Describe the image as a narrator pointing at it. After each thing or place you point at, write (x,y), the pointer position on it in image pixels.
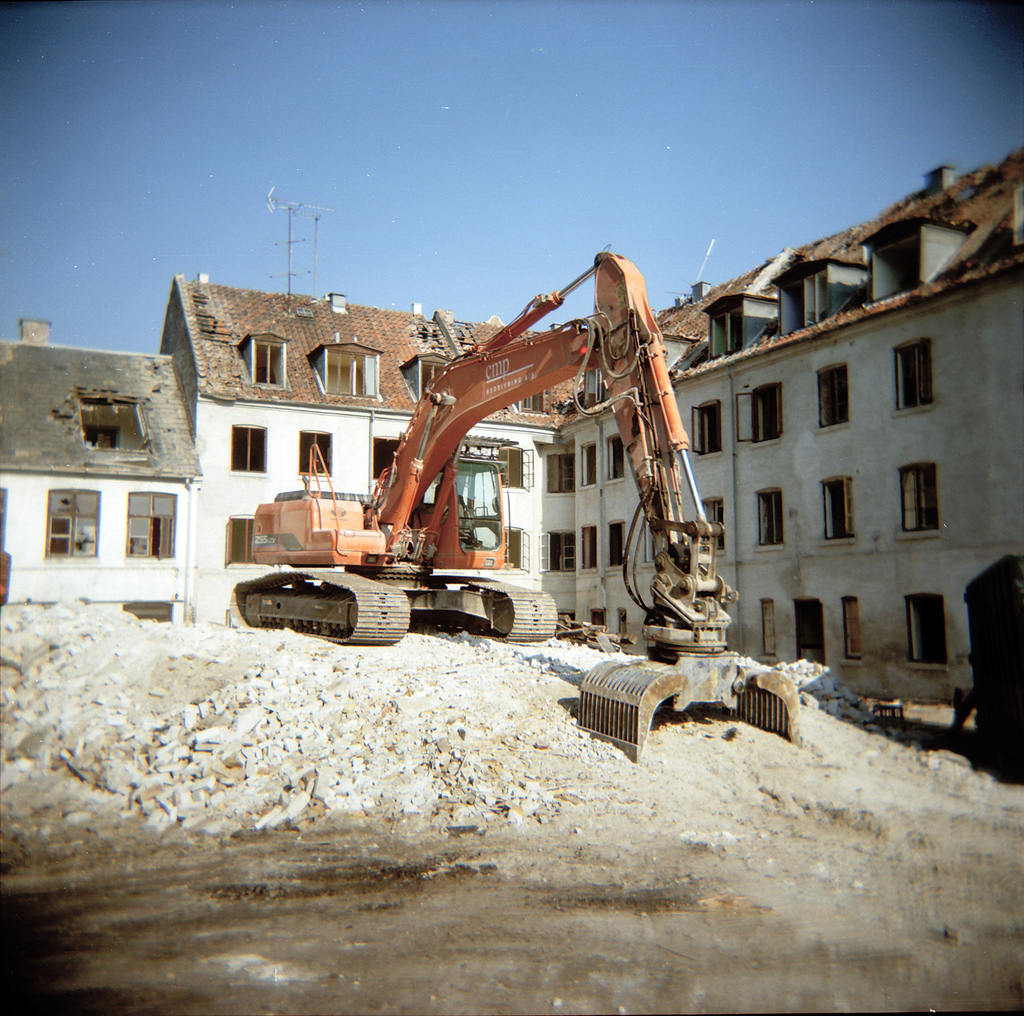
There is an orange color excavator (464,367) on the ground (511,646), on which, there are stones (327,694). In the background (385,432), there are buildings (773,353), which are having glass windows (54,517) and there is blue sky (389,112).
